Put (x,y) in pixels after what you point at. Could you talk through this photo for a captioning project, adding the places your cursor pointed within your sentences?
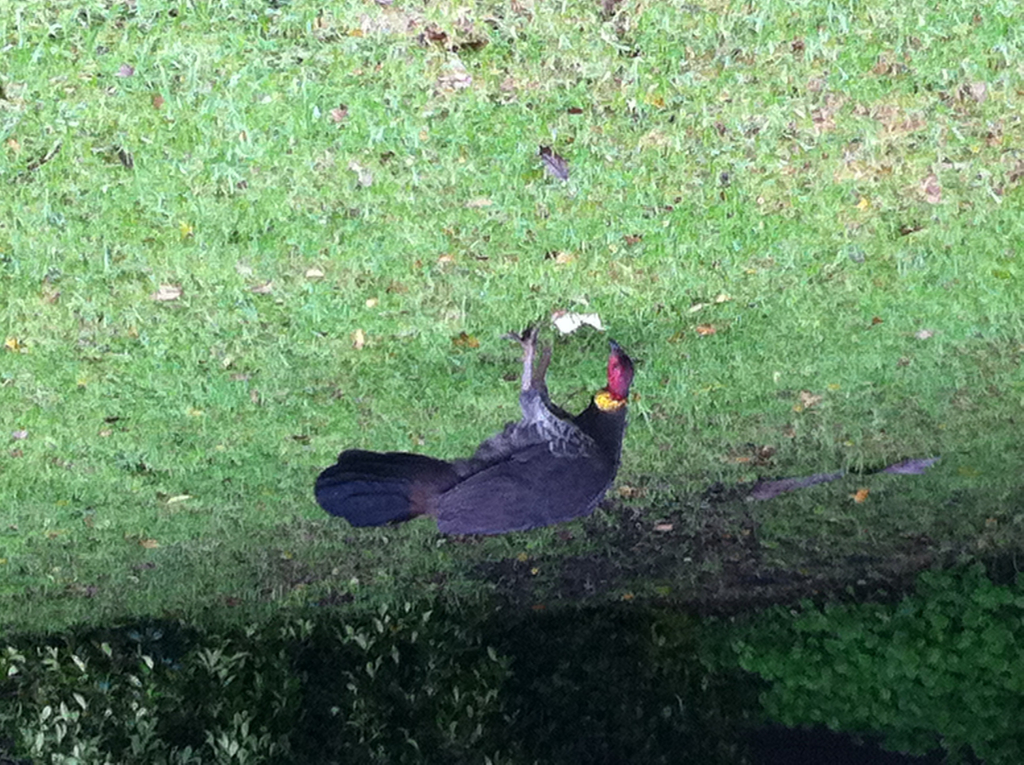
In this image there is a hen (529,475) standing on the surface (469,358) of the grass (329,376), in the background of the image (263,682) there are trees (14,692).
